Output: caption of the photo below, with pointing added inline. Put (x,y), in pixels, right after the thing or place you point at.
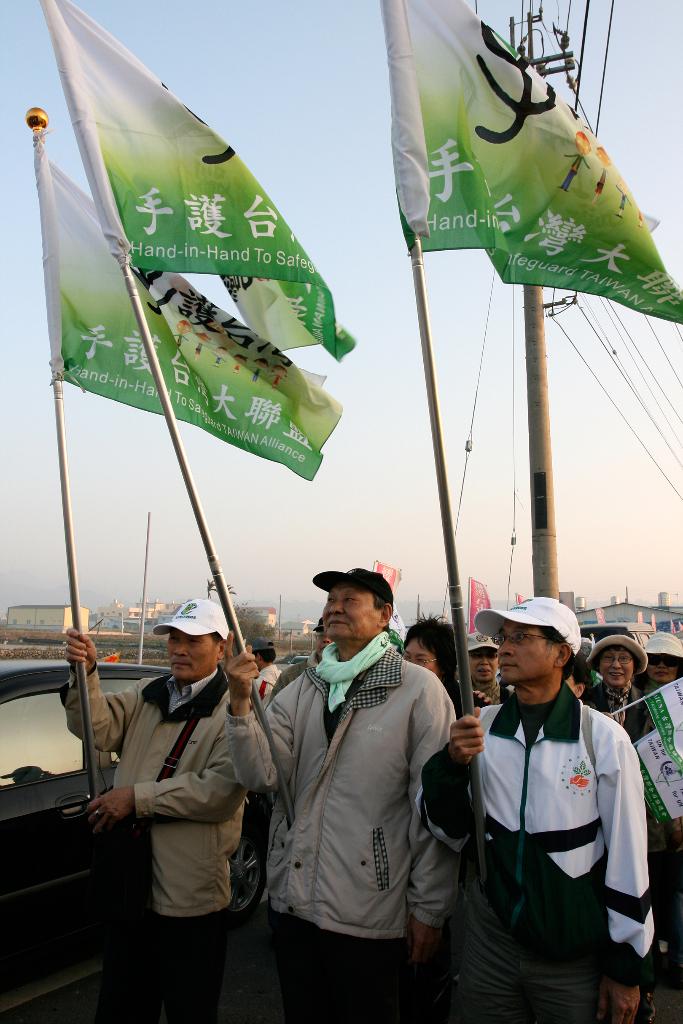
In this picture I can see few people (427,812) are standing and few are holding flags (198,254) in their hands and I can see text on the flags (97,296). I can see a car (80,847) and few buildings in the back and a blue sky (314,527).
